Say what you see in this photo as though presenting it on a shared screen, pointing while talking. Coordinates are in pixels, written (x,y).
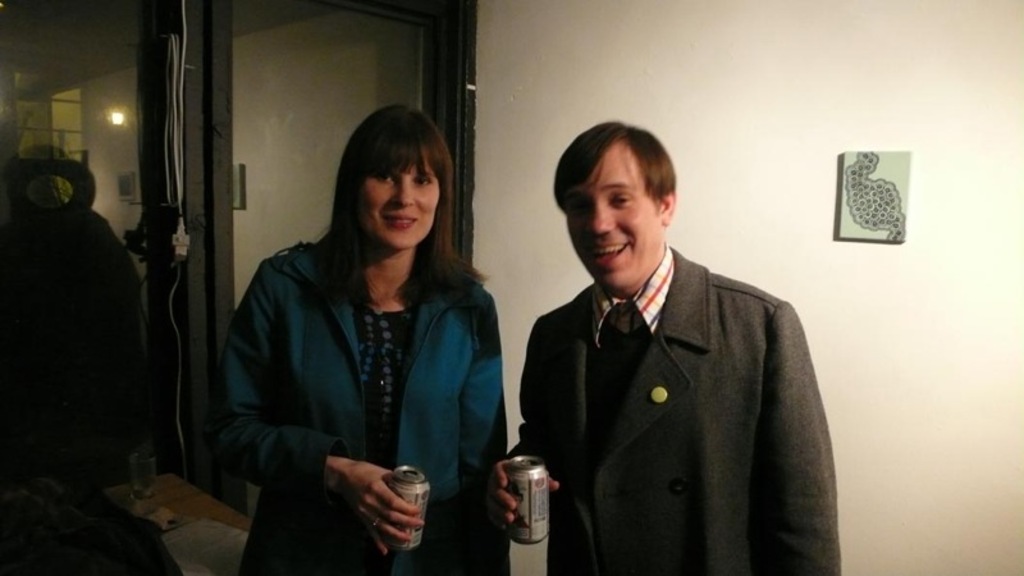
In this image there is a couple (495,405) who are holding the tins (424,497). On the left side (334,402) there is a woman (412,344) and on the right side (790,451) there is a man (623,461). In the background (591,88) there is a wall (501,86). At the bottom (137,486) there is a table (170,486) on which there is a glass (154,479).
